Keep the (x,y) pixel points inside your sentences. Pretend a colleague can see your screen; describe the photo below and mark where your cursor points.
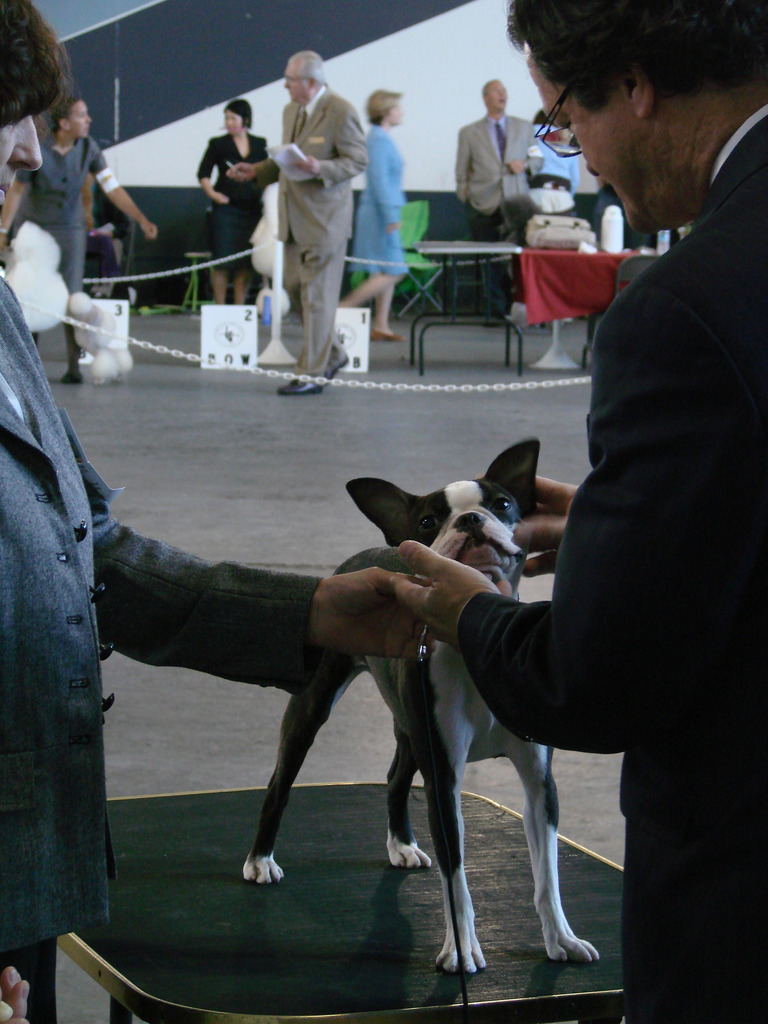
In this picture we can see some persons (585,107) are standing on the floor (241,469). This is table (318,884). And there is a dog (456,698).
